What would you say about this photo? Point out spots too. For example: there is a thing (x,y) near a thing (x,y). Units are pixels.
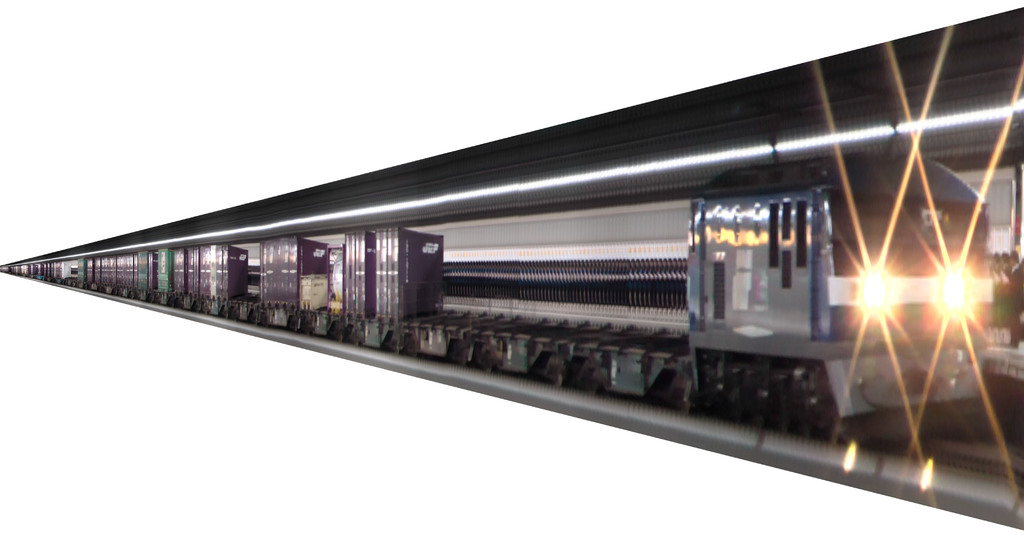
This is an animated picture. In the center of the image (461,330) we can see the train (699,340). On the right side of the image (769,120) we can see the roof (939,146), lights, railway track (980,432).
